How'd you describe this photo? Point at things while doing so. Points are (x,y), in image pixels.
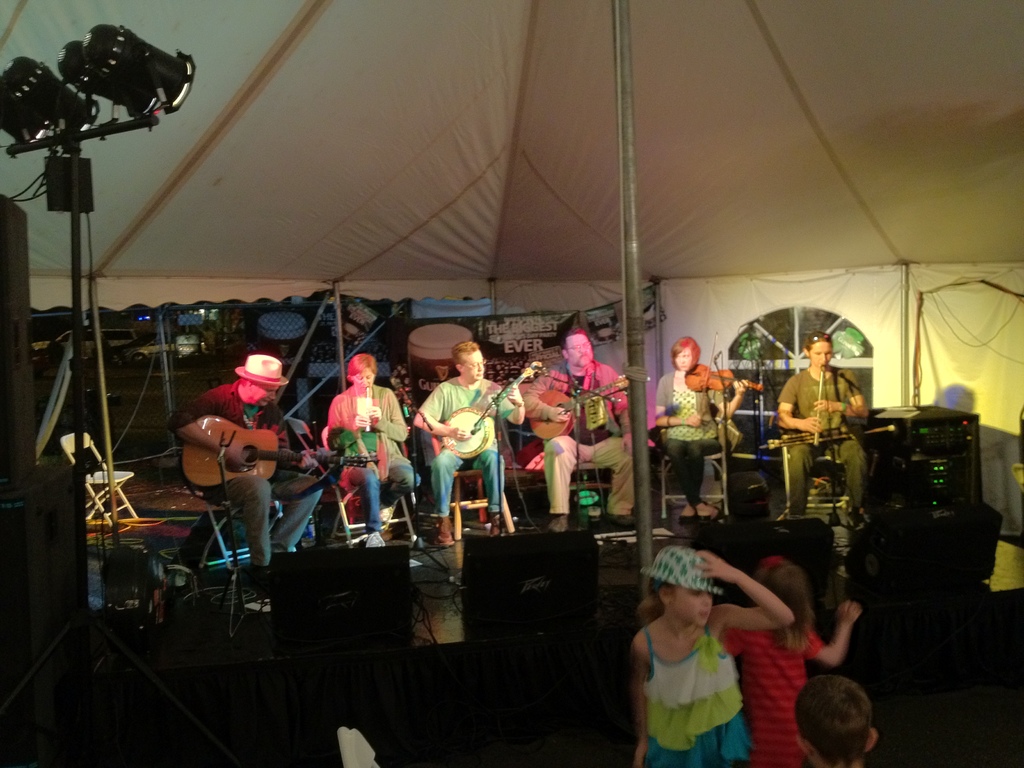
Here on the platform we can see all the persons (826,374) sitting on chairs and playing musical instruments (554,429) under a tent (327,110). These are lights (129,97). These are speakers (895,526) and electronic devices (926,483). we can see two girls (693,555) near to the platform (880,663).
